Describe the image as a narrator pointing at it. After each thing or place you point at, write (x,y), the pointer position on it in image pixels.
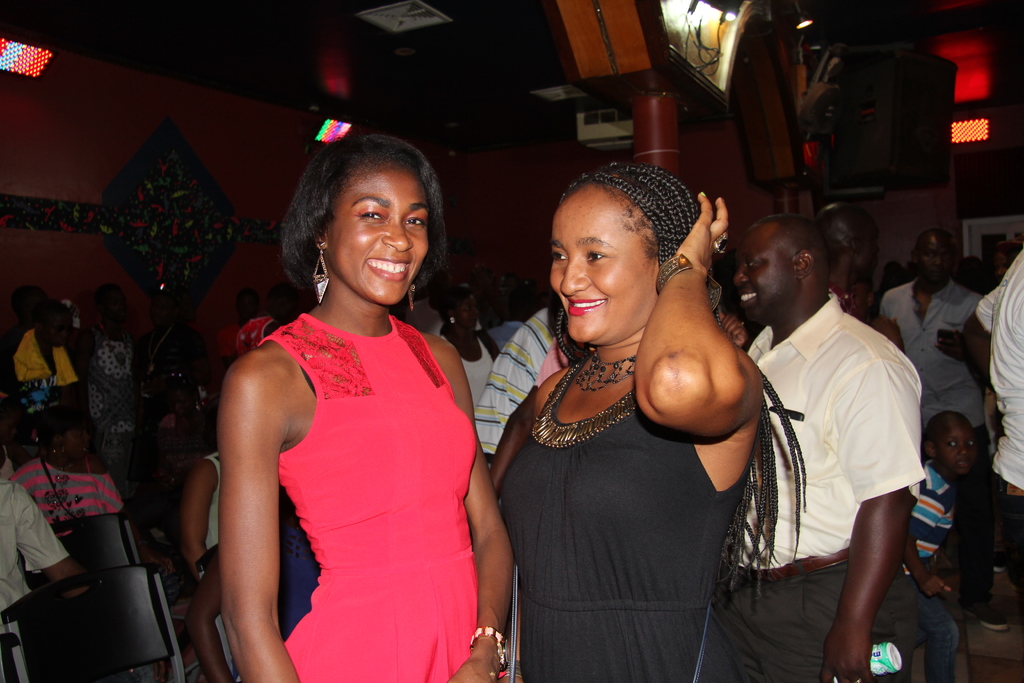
In this image we can see some people (617,307) are standing on the floor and some are sitting on the chairs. In the background (849,90) there are electric lights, speakers (843,104), projectors (625,123) and a wall decoration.
